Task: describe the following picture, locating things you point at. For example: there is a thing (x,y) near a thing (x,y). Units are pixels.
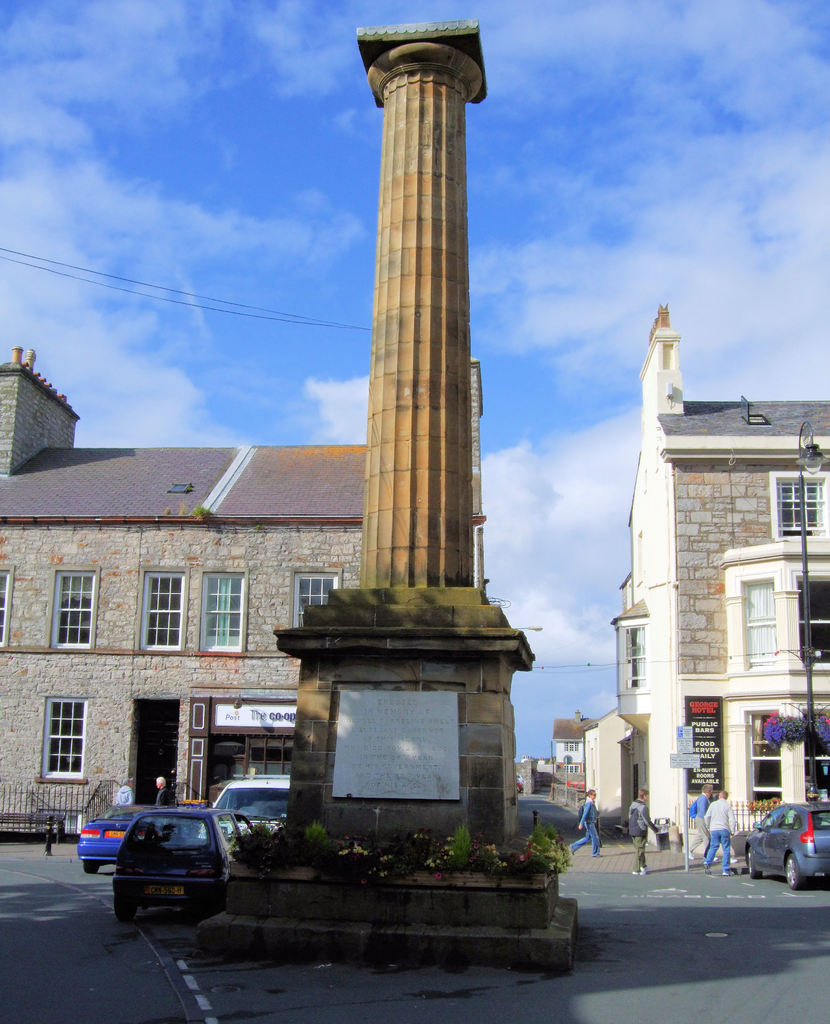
This image consists of buildings (771,523). In the middle (393,485), there is a memorial stone (317,628). And we can see many cars (796,879) and people (592,826) on the road (377,986). At the top (113,156), there are clouds (210,225) in the sky (222,100).
